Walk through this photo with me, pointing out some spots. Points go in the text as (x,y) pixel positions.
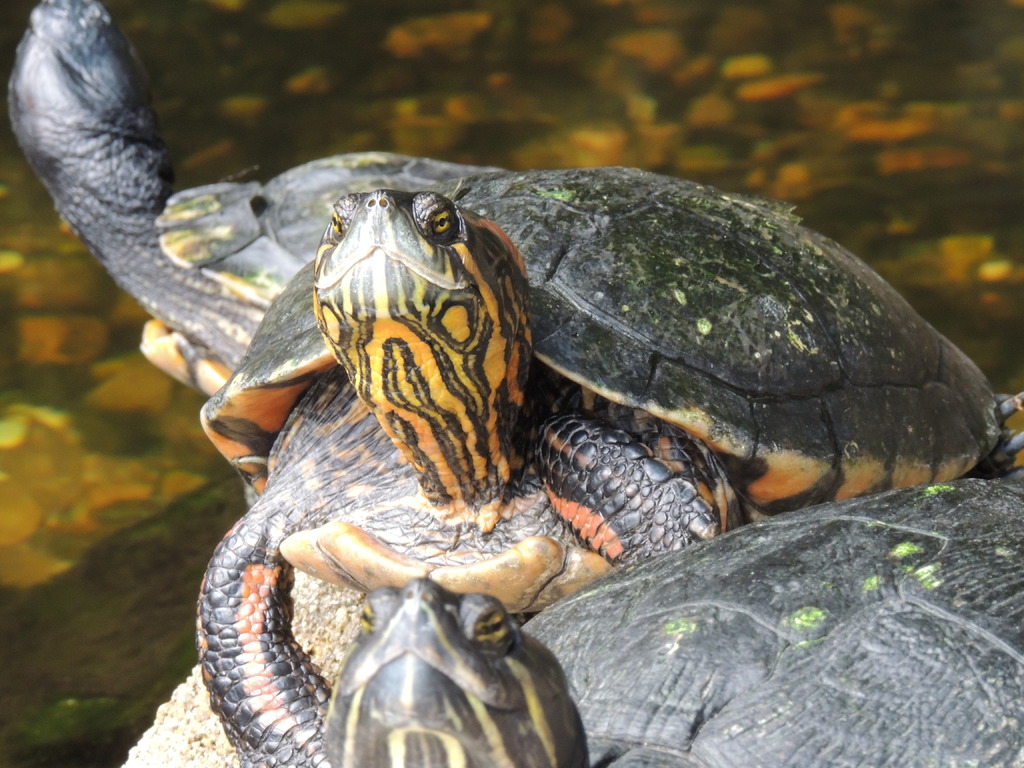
In this image we can see three Florida-red belly turtles (508,399).
